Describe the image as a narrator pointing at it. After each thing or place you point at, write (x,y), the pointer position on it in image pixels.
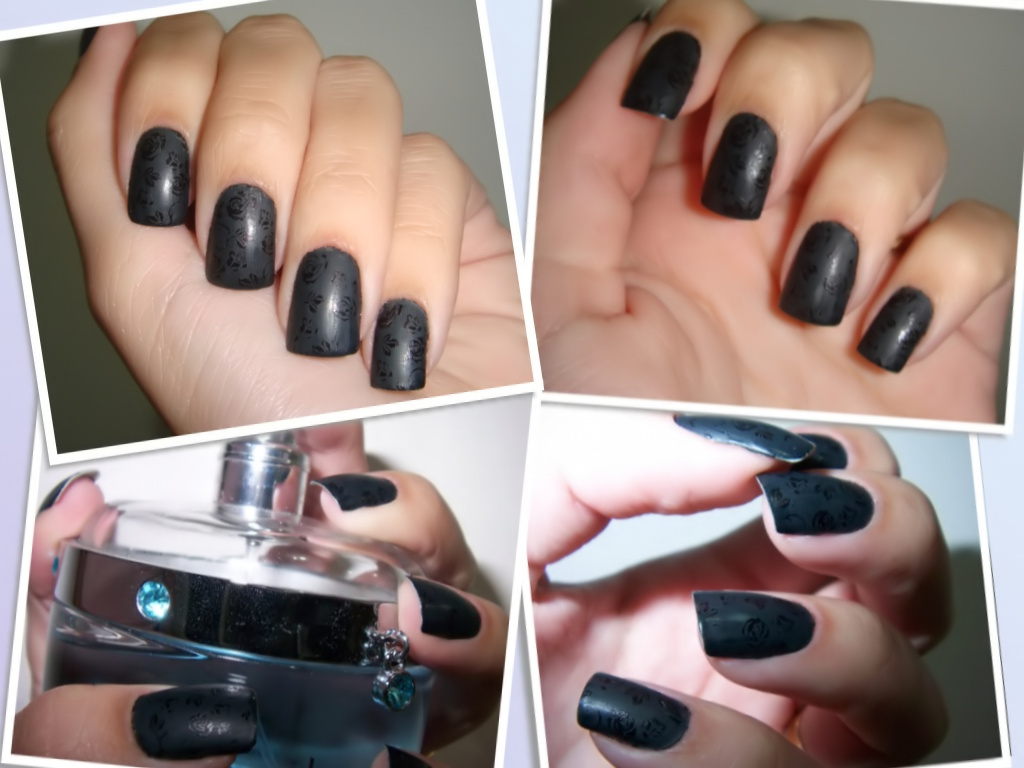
It is a collage image. In this image we can see nail paint (212,746) in the hands (240,322) of a people (832,543). On the bottom left of the image (245,666) there is a person (401,509) holding the bottle (273,721). In the background of the image (29,99) there are walls (506,417).
